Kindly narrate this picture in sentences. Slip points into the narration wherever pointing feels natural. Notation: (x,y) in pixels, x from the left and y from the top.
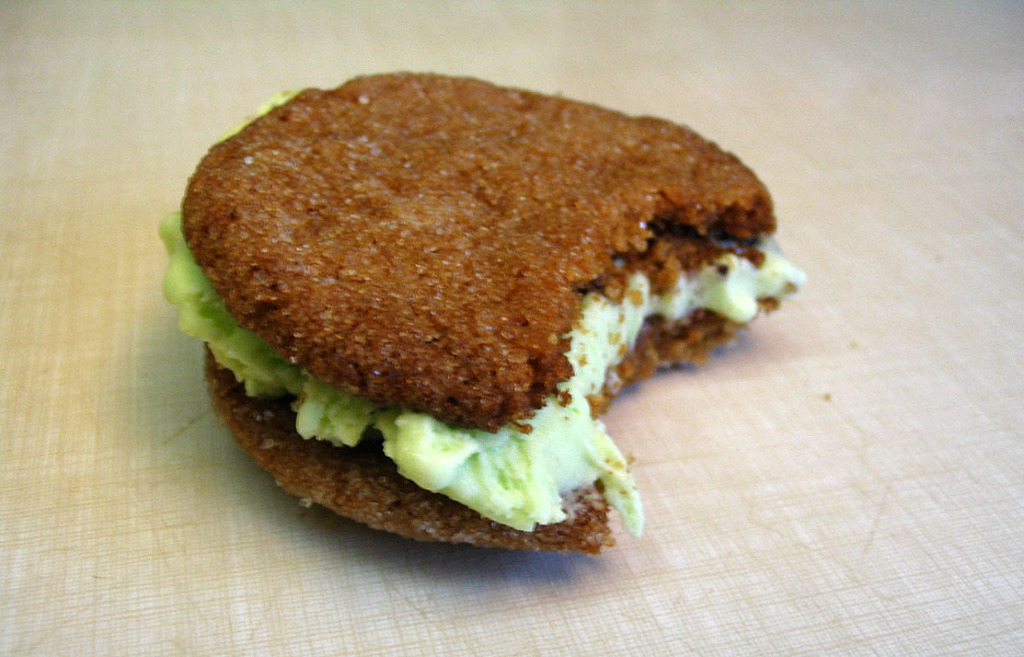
In this image there is a ice cream sandwich (426,457) on the white color surface (416,576).
